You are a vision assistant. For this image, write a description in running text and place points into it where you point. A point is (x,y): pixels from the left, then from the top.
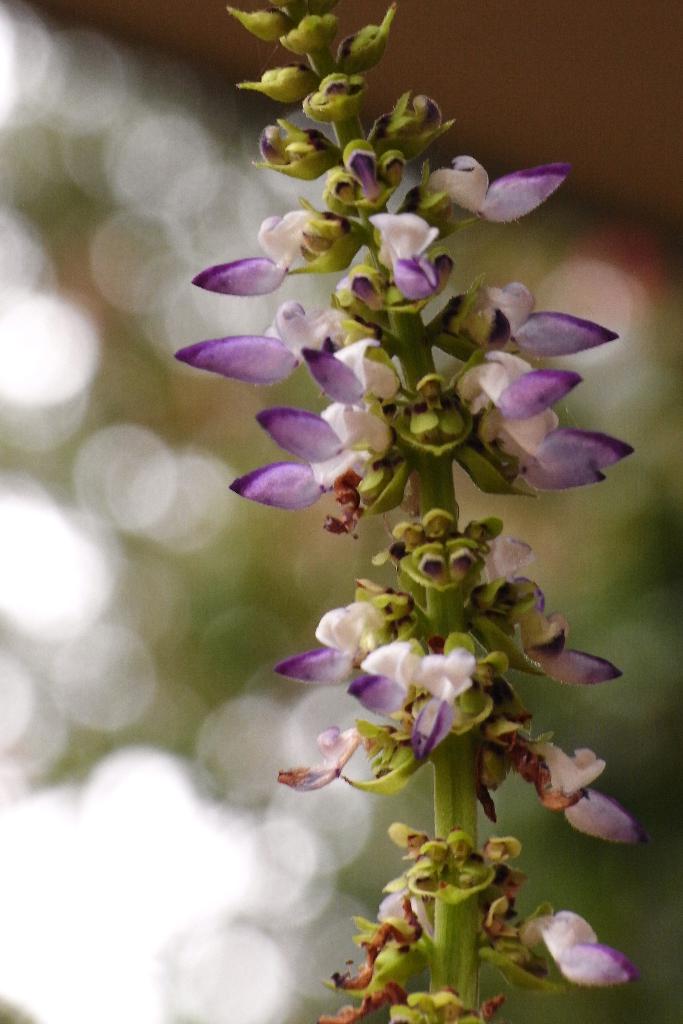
In this image I can see the white and purple color flowers (328,468) to the plant (485,534). I can see the blurred background (108,472).
